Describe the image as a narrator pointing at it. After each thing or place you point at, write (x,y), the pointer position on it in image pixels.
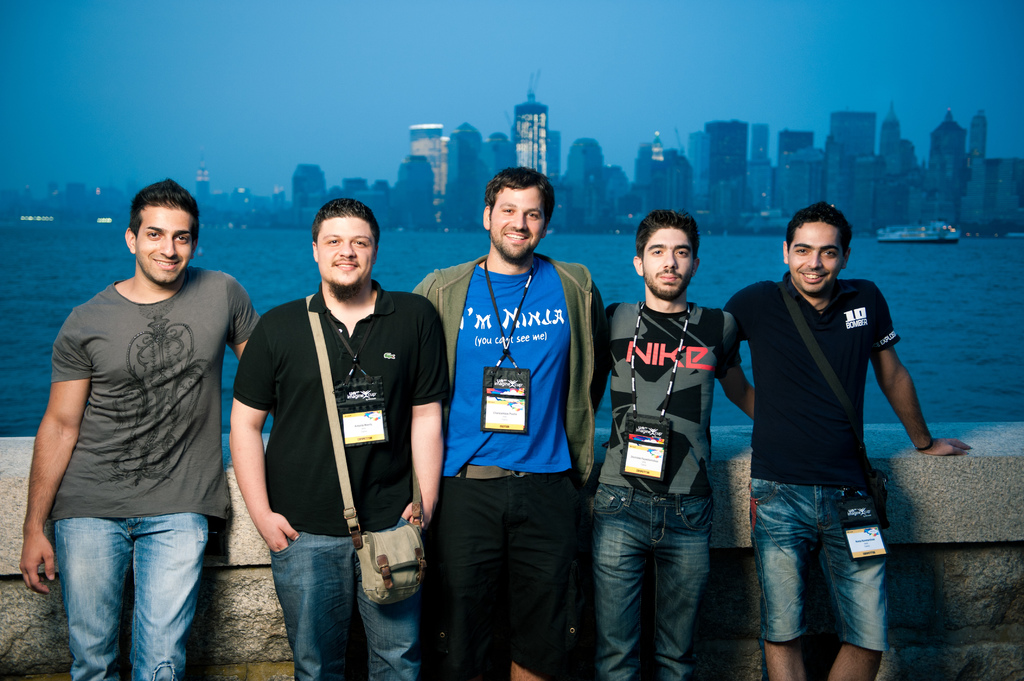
In this picture there are men (624,495) standing, among them there are two men (855,390) carrying bags (876,476) and we can see wall (912,550). In the background of the image (477,217) we can see boat (888,236) above the water (970,326), buildings (662,178) and sky (783,84).
